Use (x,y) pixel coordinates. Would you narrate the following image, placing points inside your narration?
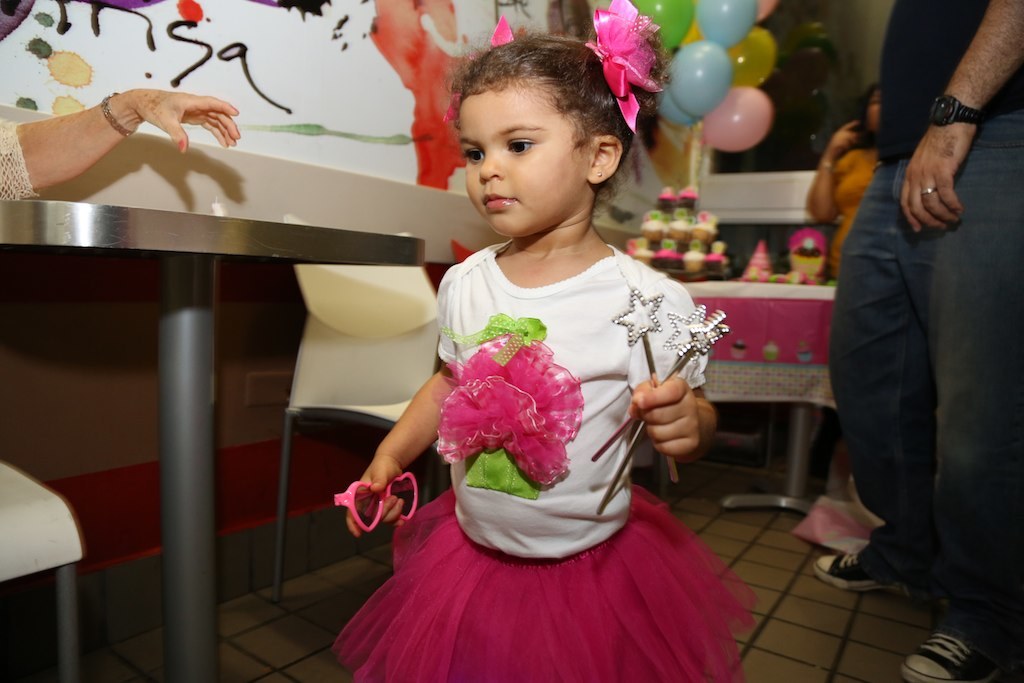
In the image we can see a girl (569,374) standing, wearing clothes (541,406) and ear studs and she is holding objects (378,518) in her hand (660,417). Around her there are other people (895,400) standing and wearing clothes (882,413). Here we can see balloons (689,88), cake (692,238) and the table (264,225). Here we can see the floor (740,540) and there are chairs (338,343).
